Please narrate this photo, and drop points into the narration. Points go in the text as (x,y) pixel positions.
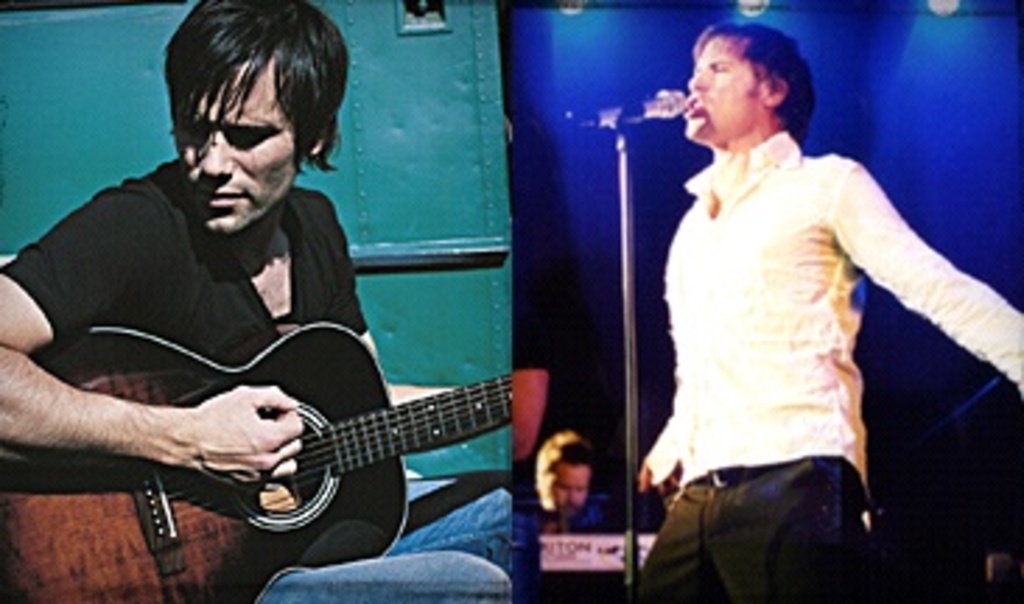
In this image on the left (227,432) a man (160,304) is playing guitar (207,489). He is wearing black t-shirt (173,303) and blue jeans (362,574). The background (44,187) is green. On the right side (804,290) a man (815,258) is singing as his mouth (699,102) is open. He is wearing white shirt (766,255). There is a mic (627,116) in front of him. Behind him a man (569,515) is playing keyboard (579,548). On the top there are lights (769,4).
